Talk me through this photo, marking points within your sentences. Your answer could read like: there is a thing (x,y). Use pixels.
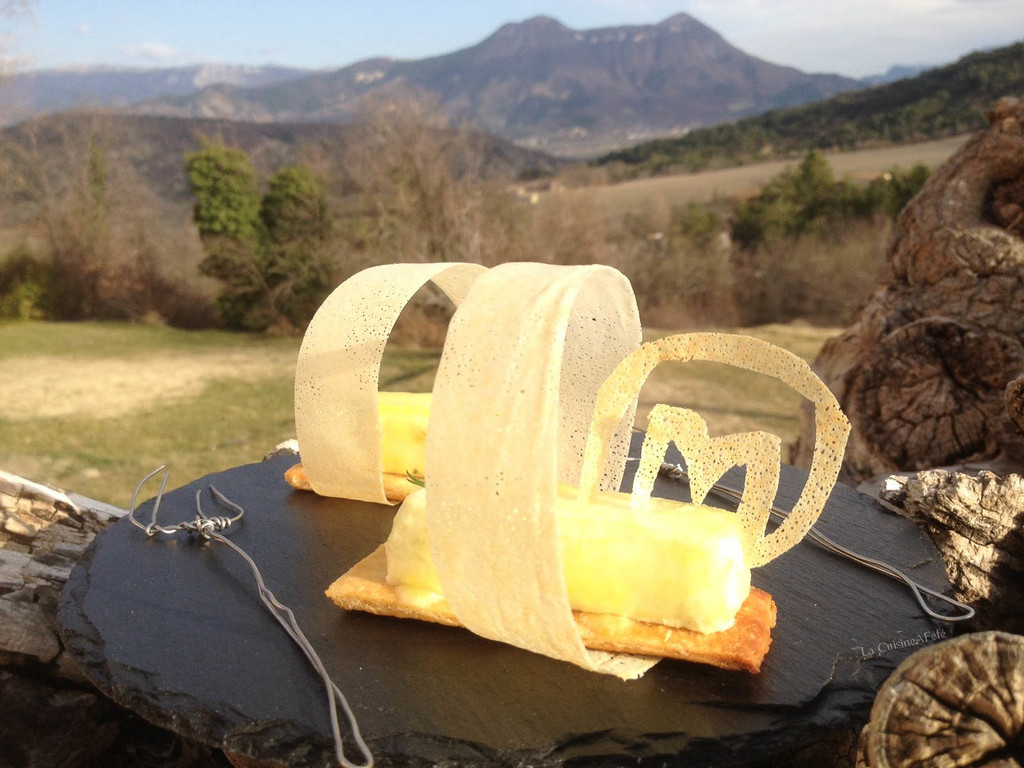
There is a baked food (449,527) kept on a black slate plate (389,726) as we can see at the bottom of this image (847,606). There are some trees (662,300) and mountains (560,157) in the background (644,219), and there is a sky (291,10) at the top of this image (531,10).
